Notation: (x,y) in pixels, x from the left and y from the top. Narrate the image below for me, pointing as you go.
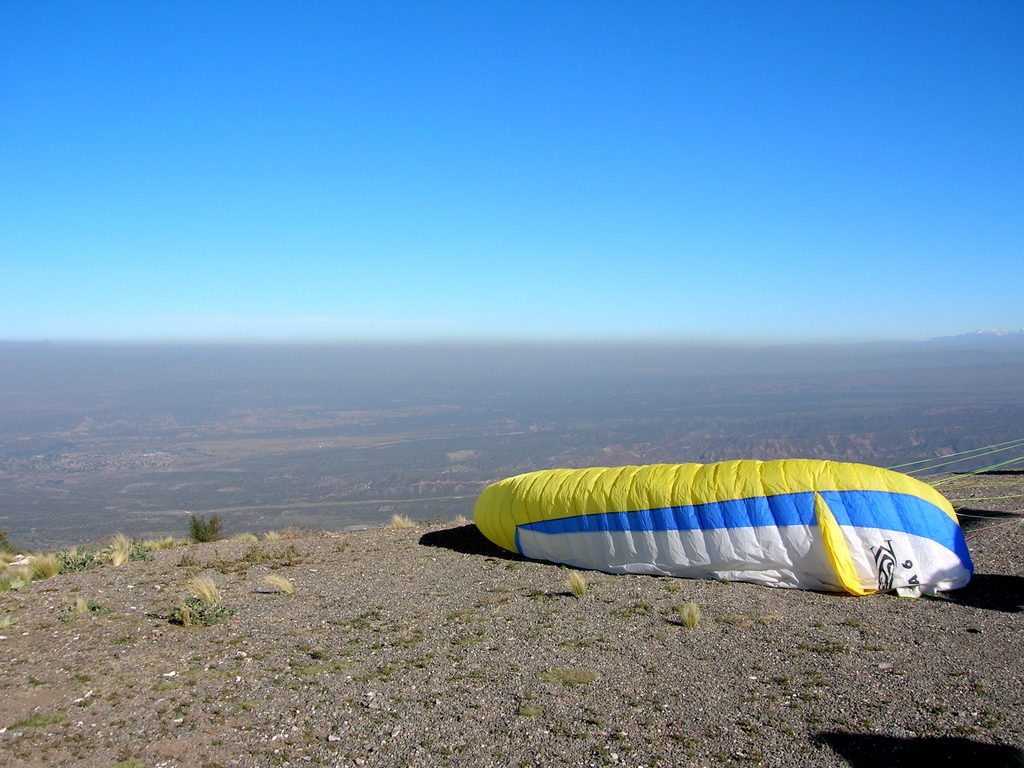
This image is taken from the top of a mountain (506,634) where we can see a parachute (771,513) on the ground (514,675). In the background (738,361), we can see the greenery (365,373) and on the top (477,119) the sky (433,106) is in blue.
